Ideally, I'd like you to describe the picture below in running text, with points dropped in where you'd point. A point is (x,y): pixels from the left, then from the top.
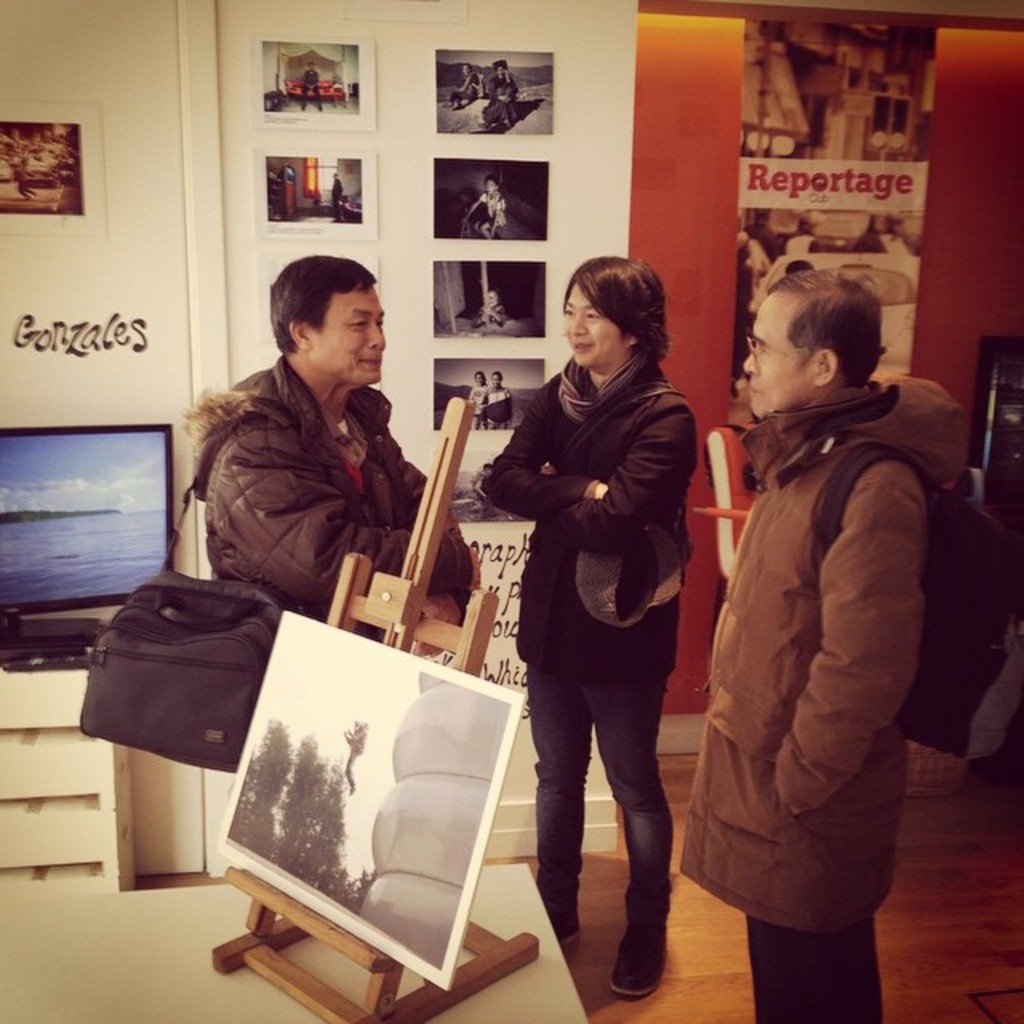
3 people (356,435) are standing wearing jacket (456,548). There is a photo (488,802) and a wooden stand (477,652). There are photo frames (336,183) and a screen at the back (320,125).
